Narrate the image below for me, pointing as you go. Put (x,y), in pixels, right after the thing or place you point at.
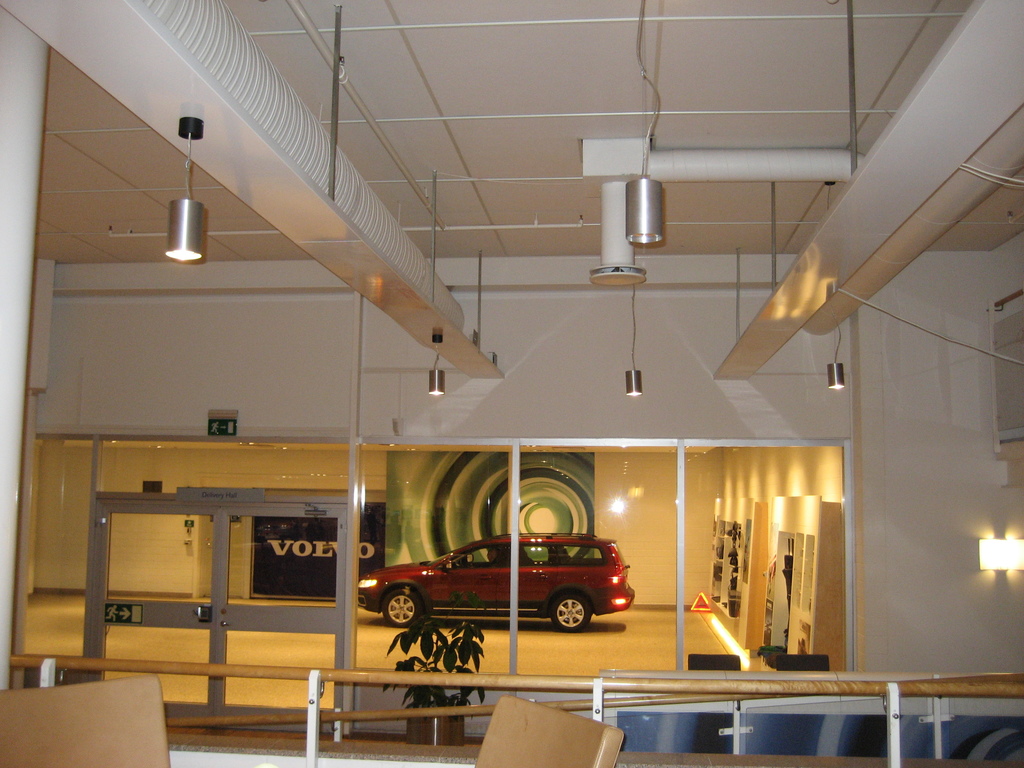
In this picture I can see the chairs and the railing (318,698) in front (886,686) and in the middle of this picture (536,381) I can see the ceiling (494,121) on which there are many lights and I can see the wall (522,411) and the glass (489,470) and I can see another light (989,557) on the right side of this image (1007,565). In the background (484,623) I can see the floor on which there is a car (460,554) and behind I can see a board (317,548) on which there is a word (318,556) written. I can also see a plant (406,637) in the center of this picture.
